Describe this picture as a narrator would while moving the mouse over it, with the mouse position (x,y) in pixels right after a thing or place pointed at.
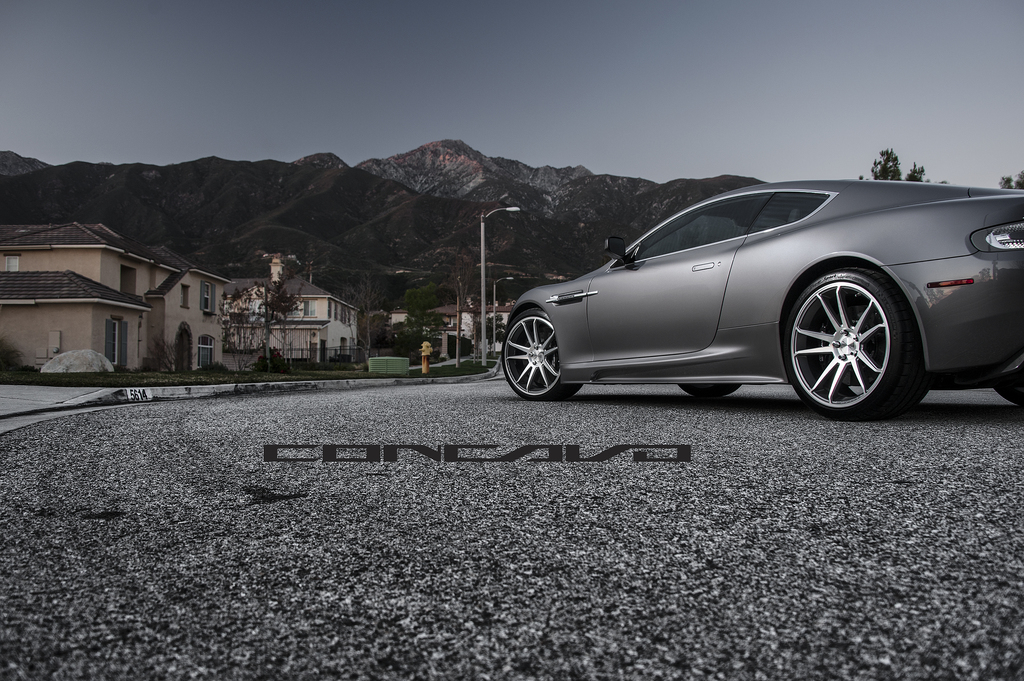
Here there is a car (922,374) on the road (304,542). In the background (182,314) there are buildings (189,324), trees (458,334), grass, some other objects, street lights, poles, mountains (373,226) and sky (571,109).
